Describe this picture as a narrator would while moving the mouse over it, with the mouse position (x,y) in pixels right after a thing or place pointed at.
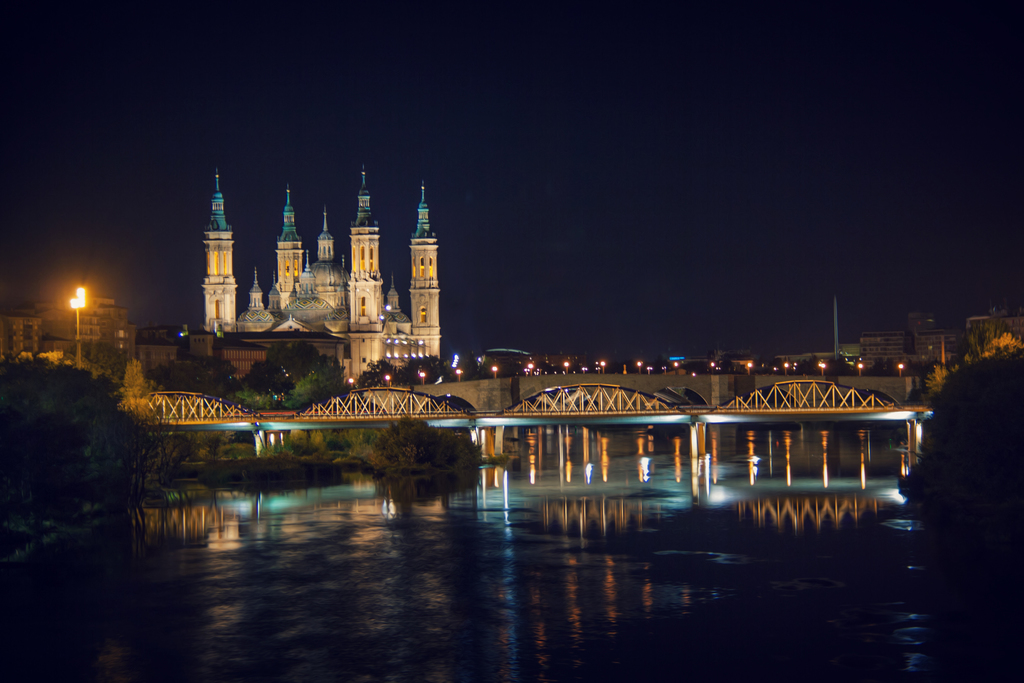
As we can see in the image there are trees (139,453), bridge (395,413), buildings (309,264), trees (317,385), lights (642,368), water (646,532) and sky (497,73).
